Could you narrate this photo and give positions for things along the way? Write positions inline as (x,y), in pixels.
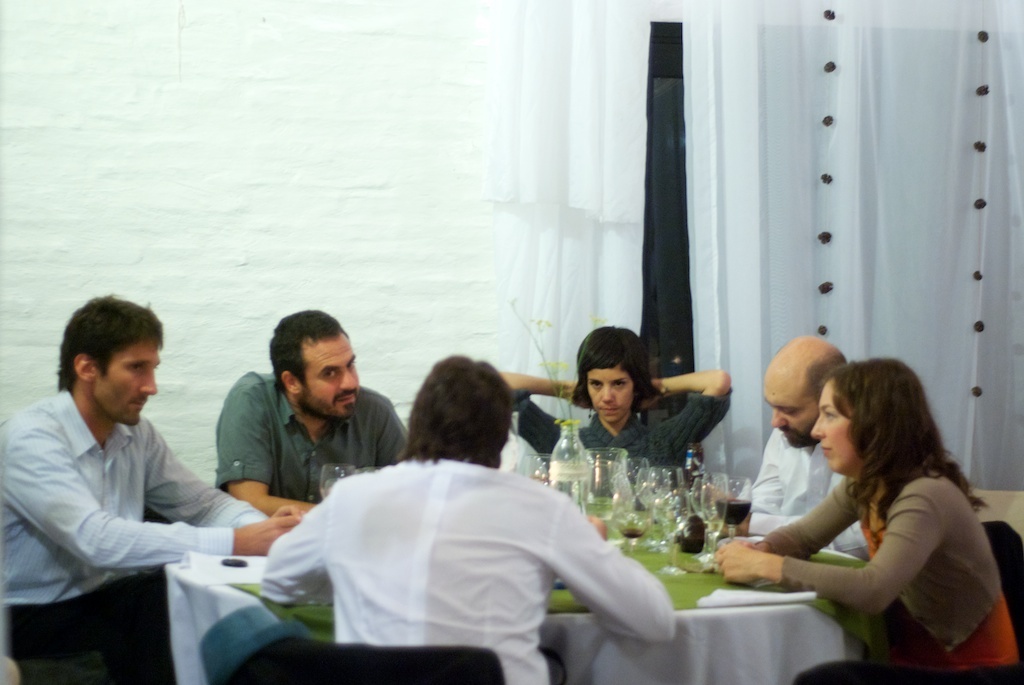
In this picture there are people (481,491) sitting on the chair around the table (668,563) on which there are some items (645,502) bottles (697,473) and there is a white curtain (842,91).
